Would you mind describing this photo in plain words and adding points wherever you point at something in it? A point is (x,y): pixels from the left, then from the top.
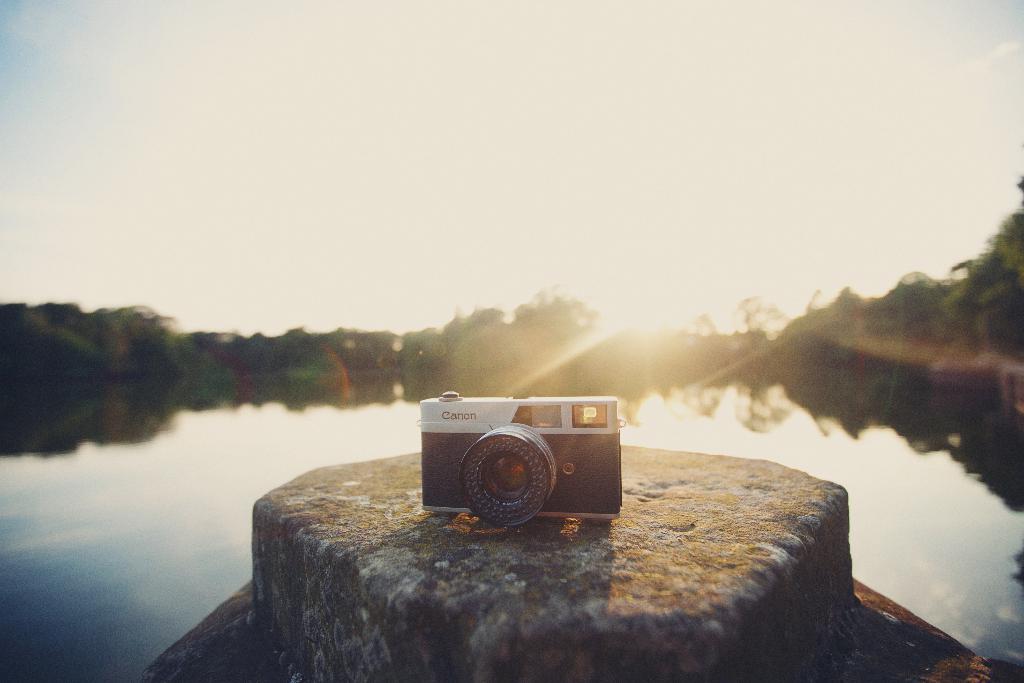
In this image I can see a huge rock (566,579) and on it I can see a camera (535,429) which is white and black in color. In the background (192,463) I can see the water (996,446), few trees (585,352), the sky (277,207) and the sun (624,323).
